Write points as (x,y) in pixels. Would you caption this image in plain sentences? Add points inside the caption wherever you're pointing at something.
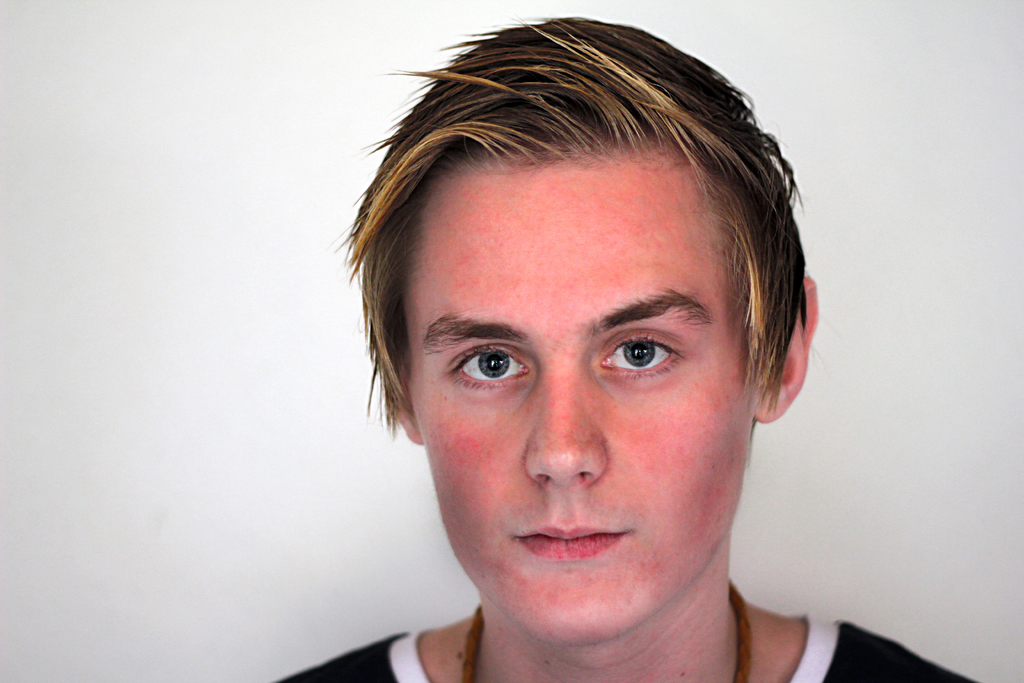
In this image, we can see a person (662,492). The background of the image (1023,95) is white.
